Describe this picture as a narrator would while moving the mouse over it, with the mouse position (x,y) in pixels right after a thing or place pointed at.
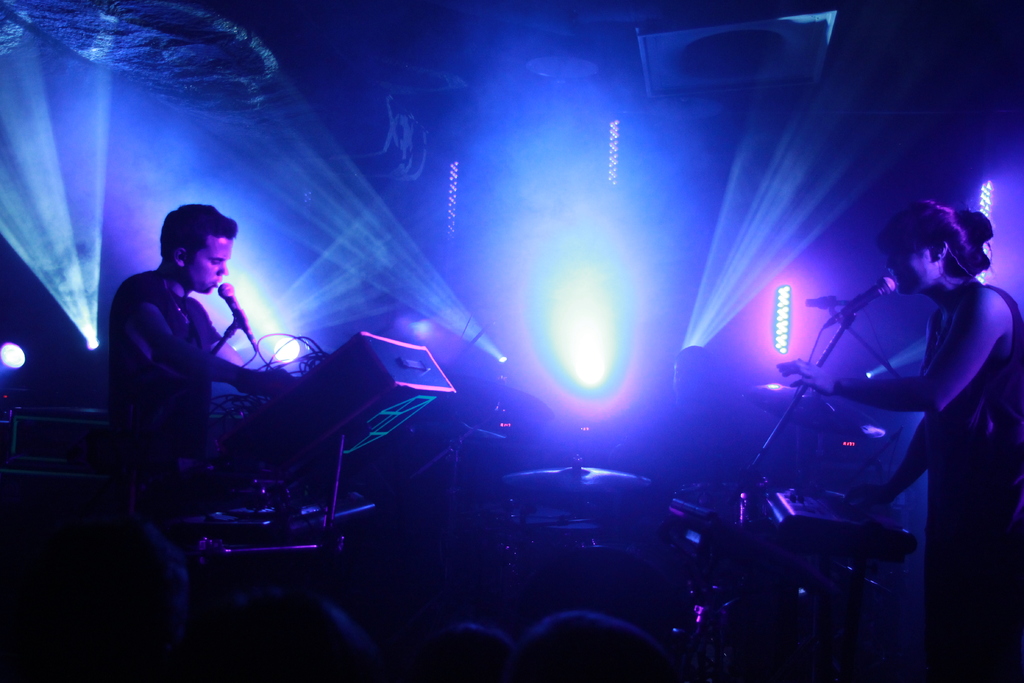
In this image we can see a woman (933,318) on the right side (907,464) is playing a musical instrument (804,500). In front of him there is a mic (877,286) with mic stand (842,319). On the left side (123,345) there is a man (178,359). In front of him there is a mic (240,321) with mic stand (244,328) and some other things (336,406). In the back (424,468) there are drums (536,532) and cymbal (526,477). In the background (321,249) there are lights (722,281).
